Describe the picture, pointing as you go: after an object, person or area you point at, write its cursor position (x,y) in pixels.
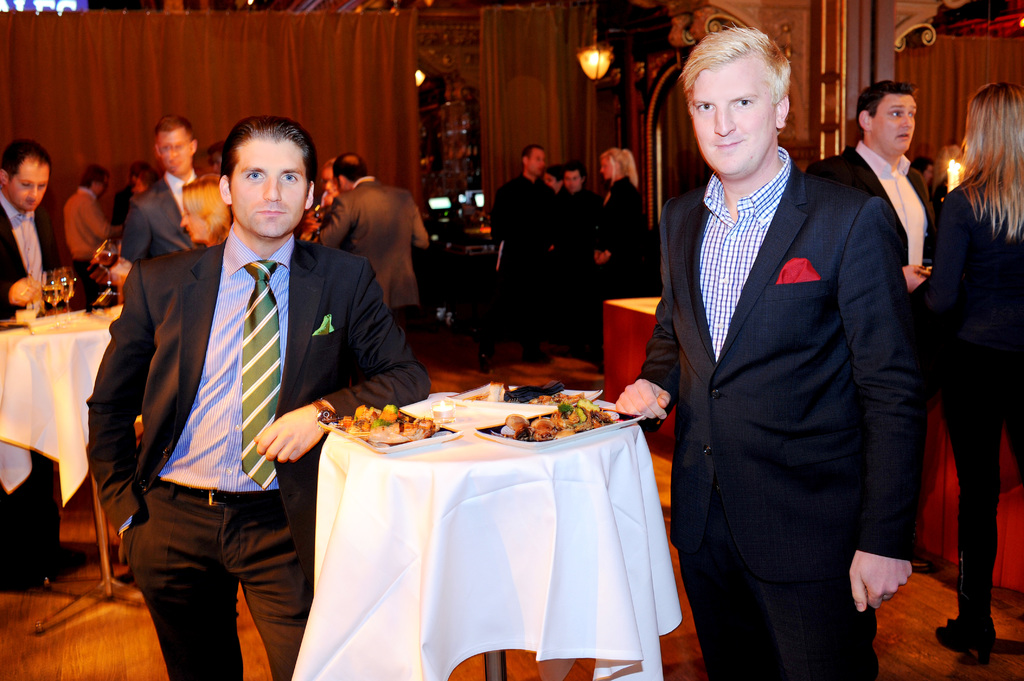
In the foreground of this image (503,518), there is a table (502,539) on which there are platters (486,430) with food (561,404). On either side to the table (502,505), there are men (794,373) standing wearing suits (734,333). In the background (977,212), there are few people (103,179) standing, and few are standing at the table (63,324) on which there are glasses (100,262). At the top (233,50), there is a curtain (362,68), few lights (1020,24) and the wall (725,11).
